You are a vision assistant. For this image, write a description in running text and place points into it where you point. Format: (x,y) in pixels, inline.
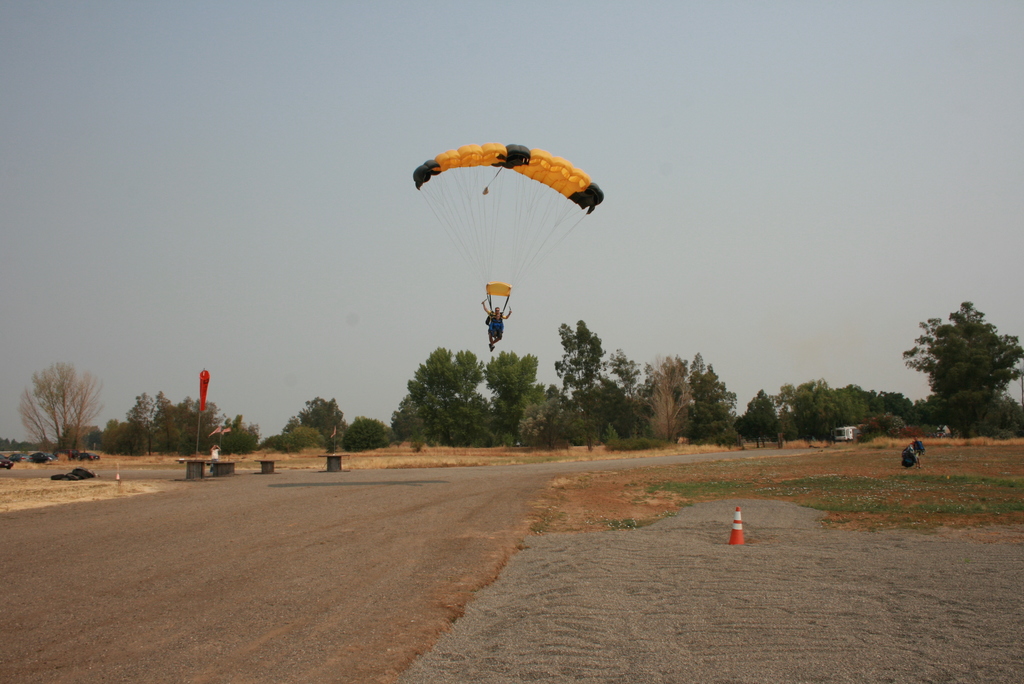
In this picture there is a person (502,325) paragliding in the air (509,343) and we can see traffic cone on the ground (568,569), grass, vehicles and objects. In the background of the image (735,370) we can see trees (968,333) and sky (704,317).
